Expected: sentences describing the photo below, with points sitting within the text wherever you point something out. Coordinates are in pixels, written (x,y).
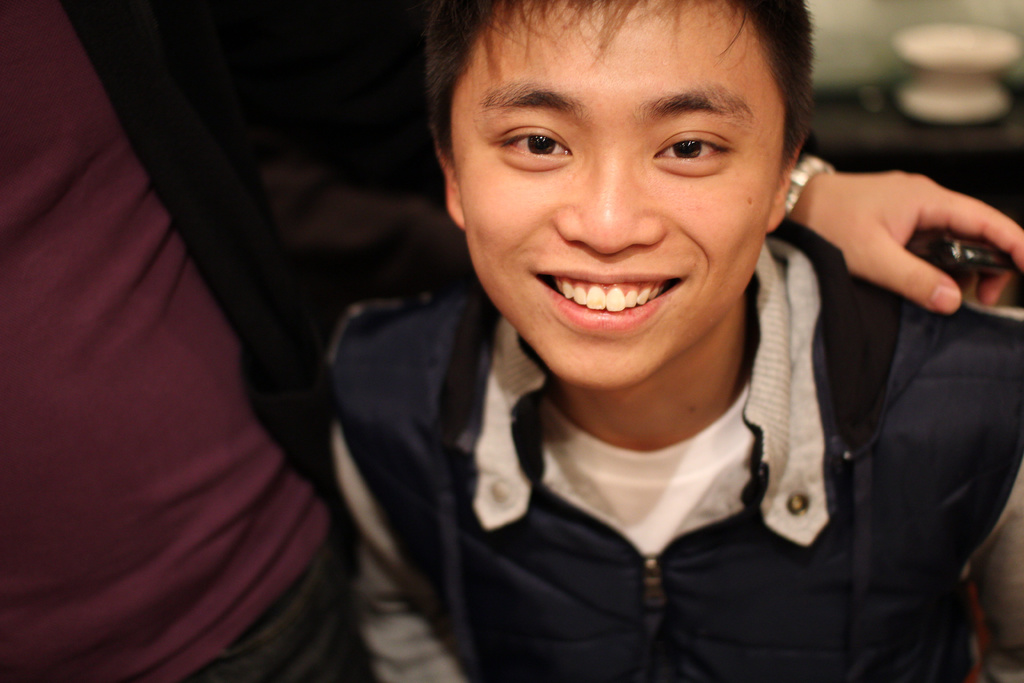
This image is taken indoors. In this image the background (962,63) is a little blurred and there is an object (964,81) on the table (954,145). On the left side of the image (148,375) there is a person (155,301). On the right side of the image (747,330) there is a man (682,335) and he is with a smiling face (606,240).
